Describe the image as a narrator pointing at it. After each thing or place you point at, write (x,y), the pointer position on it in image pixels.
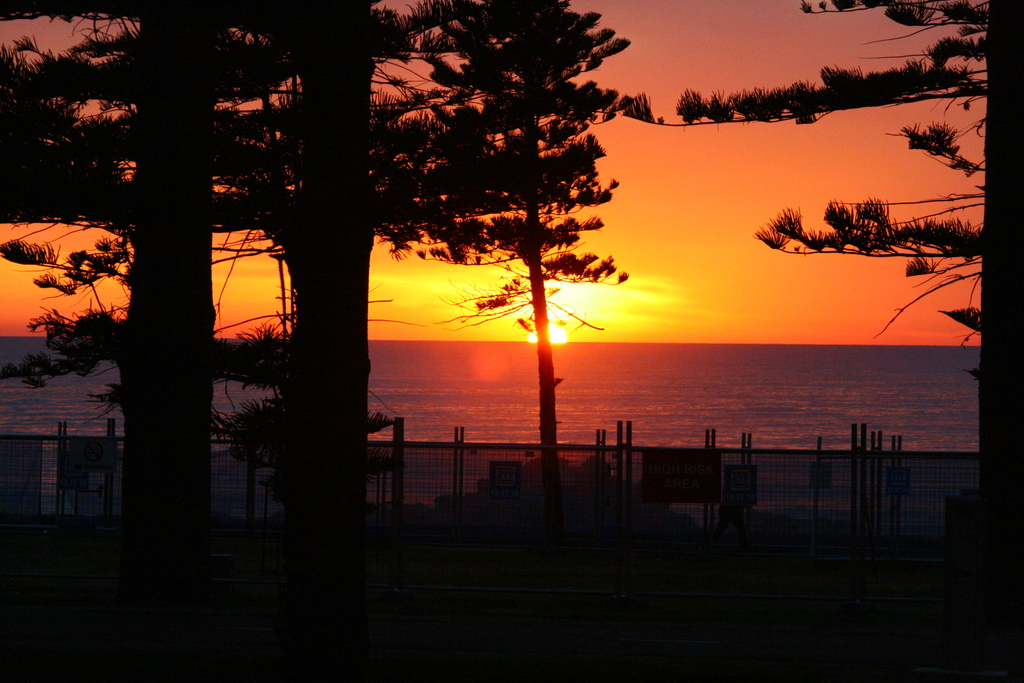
In this image we can see a sea (788,368). There is a sunrise (646,329) in the image. There are many trees (452,172) in the image. There is a fencing (522,484) and few boards (83,474) are attached to it.
